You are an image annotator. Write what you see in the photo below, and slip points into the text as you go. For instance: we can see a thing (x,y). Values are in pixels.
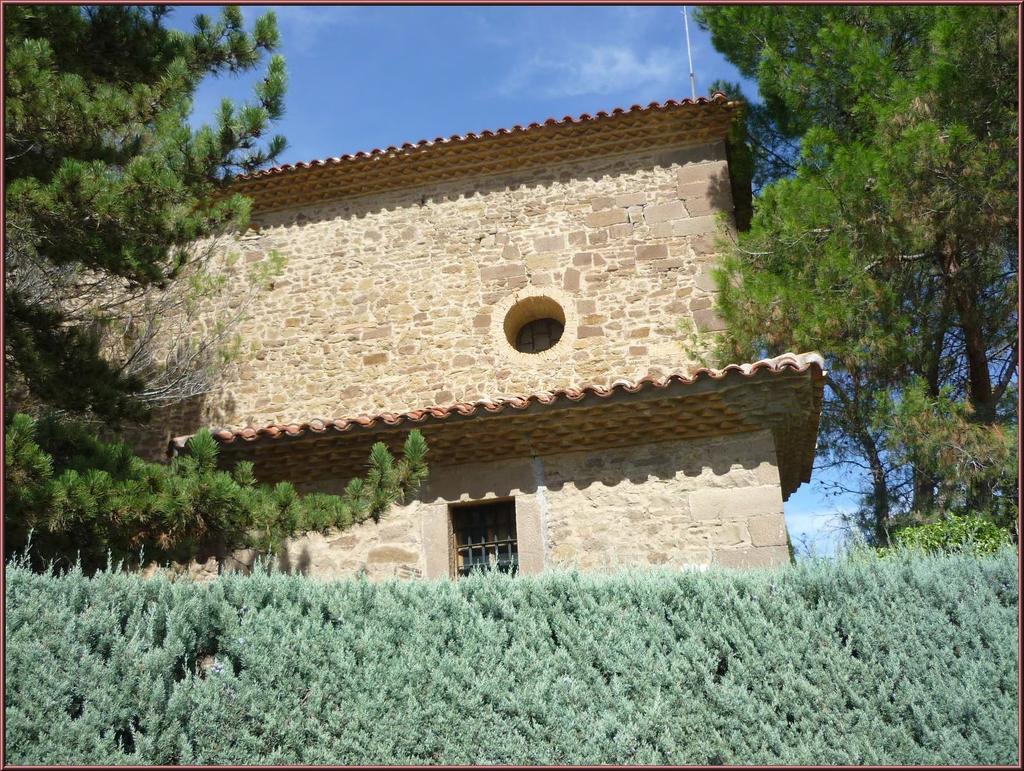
In this image we can see a building (500,506) with a window (502,533). We can also see the trees (911,131) and also the plants (551,671) at the bottom (551,671). Sky (367,13) is also visible with some clouds (613,82) and the image has borders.
